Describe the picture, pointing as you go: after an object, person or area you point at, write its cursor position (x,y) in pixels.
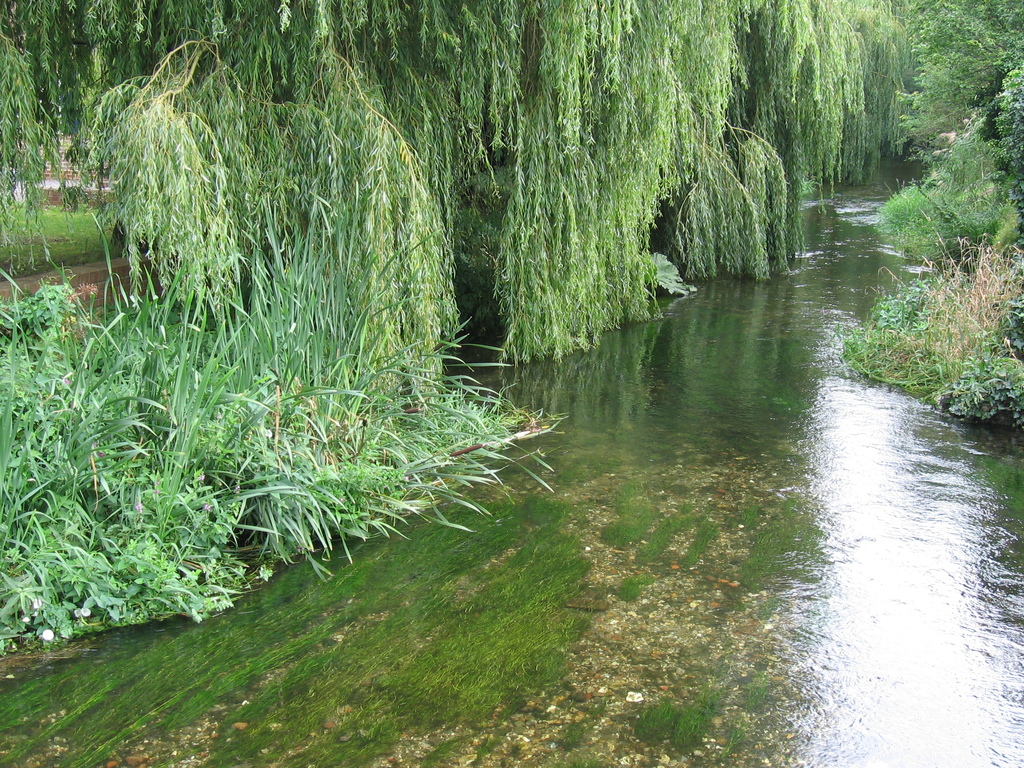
In this picture we can see trees (695,258), water (678,368), stones (639,631) and in the background (49,217) we can see the grass (58,208).
